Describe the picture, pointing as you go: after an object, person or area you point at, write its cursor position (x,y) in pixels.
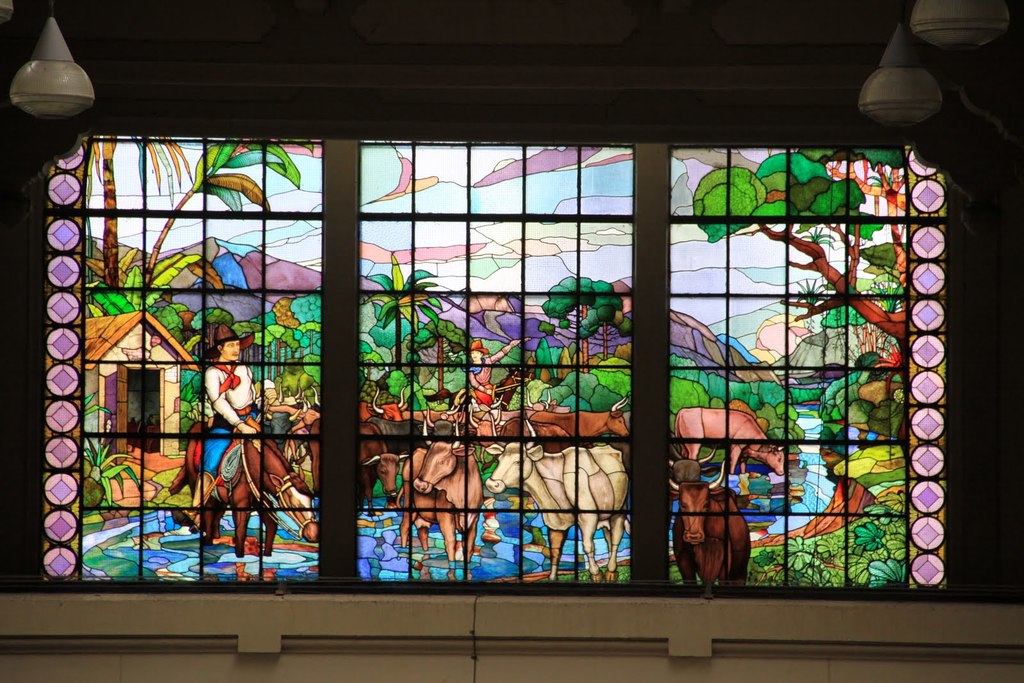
In this image we can see a stained glass window (482,431). At the top of the image (628,66) there is ceiling (740,66) and other objects (73,75). At the bottom of the image (667,627) there is an object (609,648).
